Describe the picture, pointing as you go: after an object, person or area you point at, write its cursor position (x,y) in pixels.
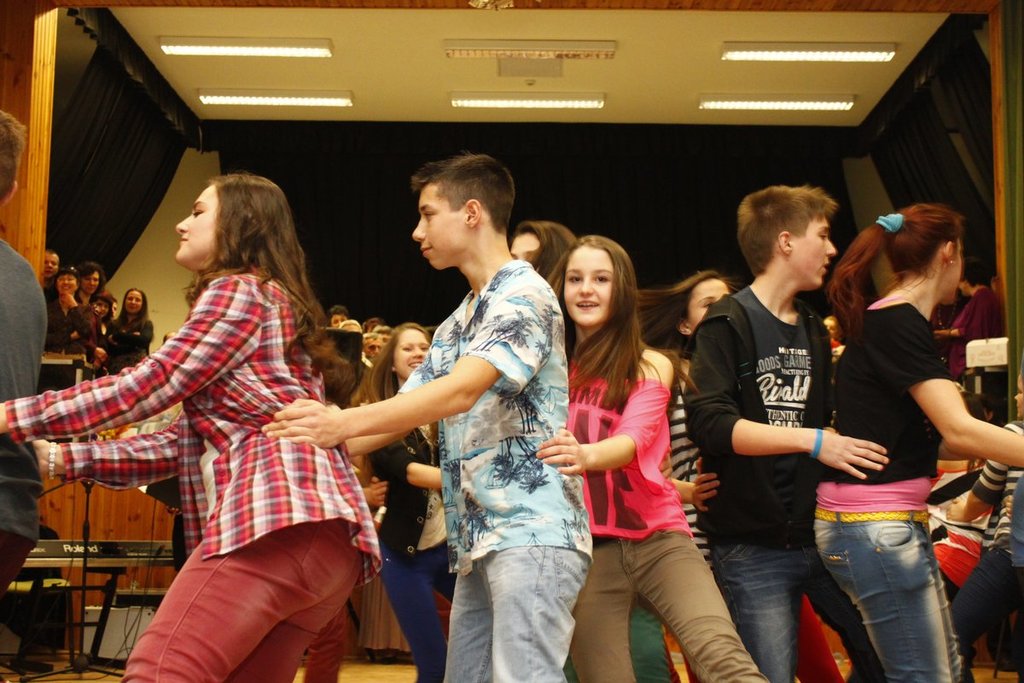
In this image I can see the group of people (512,302) are wearing different color dresses (788,368). I can see few objects (113,436), lights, wall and the curtains (411,145).
